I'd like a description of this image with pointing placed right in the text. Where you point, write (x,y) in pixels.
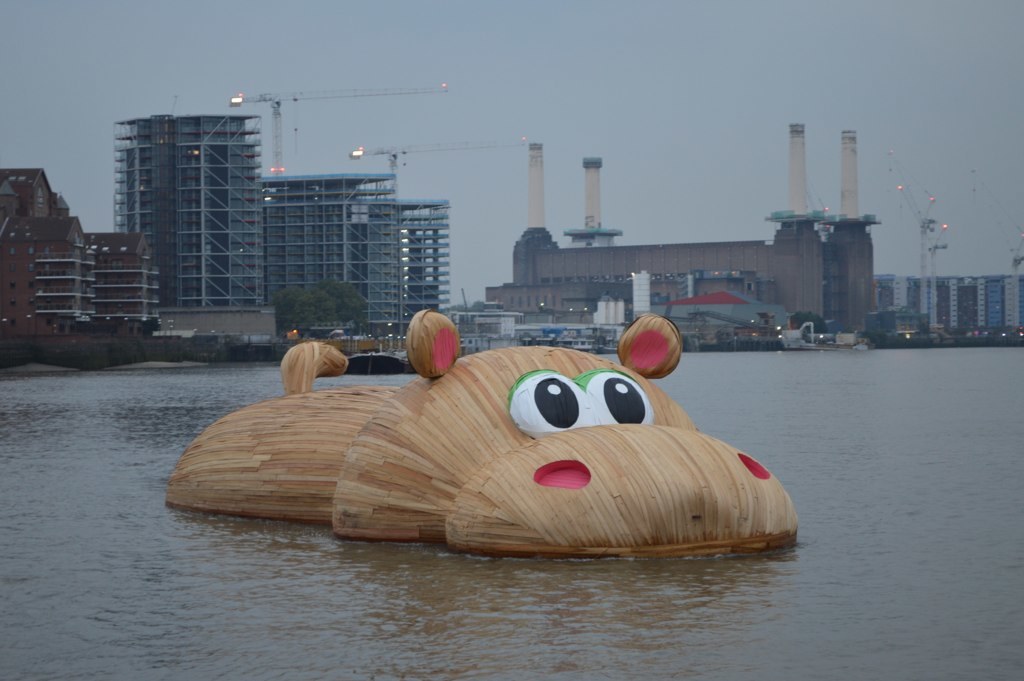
In the foreground of the picture (583,536) there is a hippopotamus (467,504) made of wood (421,428) in the water (302,620). In the background (386,244) there are buildings (386,244), trees (323,289), lights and cranes (930,203). Sky (554,134) is cloudy.
